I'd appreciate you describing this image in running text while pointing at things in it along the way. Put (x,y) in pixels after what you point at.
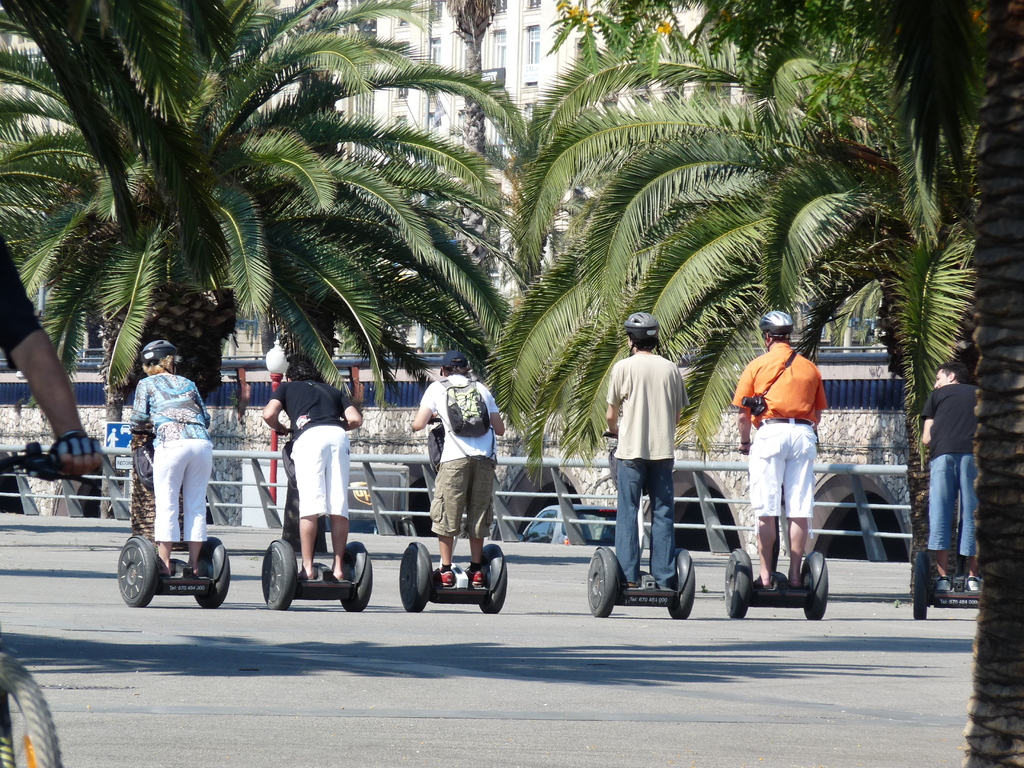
In the middle of the image (674,388) we can see persons (184,413) standing on the segways (150,453) and wearing helmets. In the background (487,265) we can see palm trees (656,268), buildings (522,68), road (134,617), grill (873,526) and flowers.
